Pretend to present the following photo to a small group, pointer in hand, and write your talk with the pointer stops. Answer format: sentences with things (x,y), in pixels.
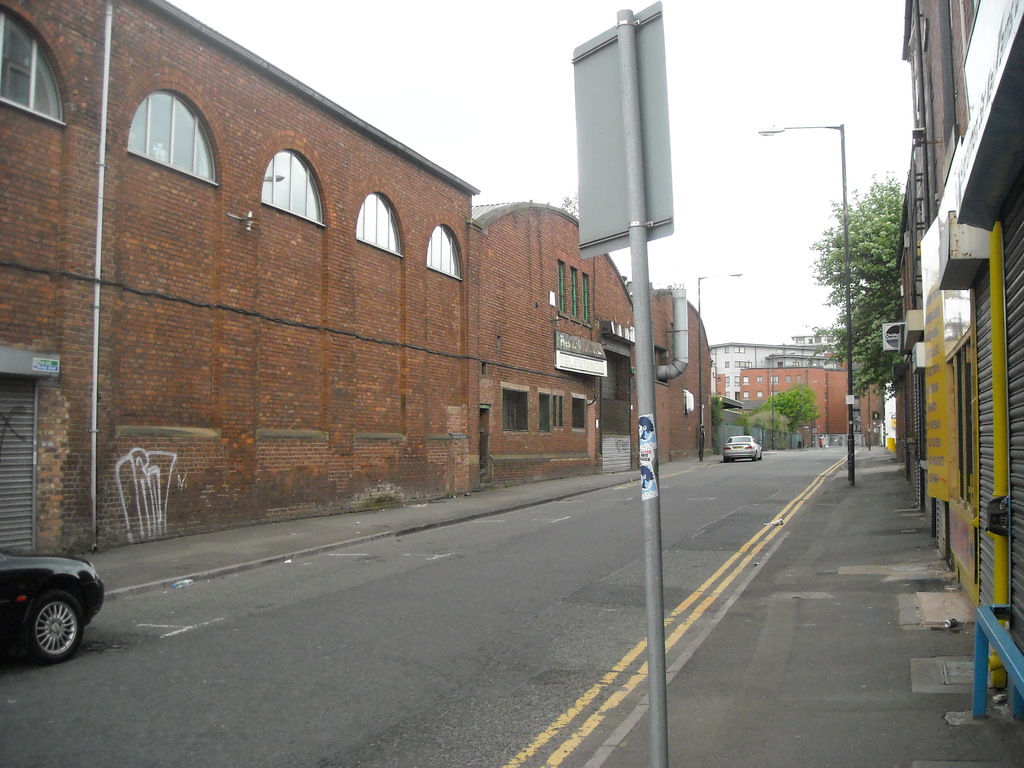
In this image there are buildings (799,375) and trees (855,344). We can see poles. At the bottom (386,704) there is a road (583,611) and we can see cars (13,587) on the road (456,617). In the background (727,305) there is sky (754,247).
